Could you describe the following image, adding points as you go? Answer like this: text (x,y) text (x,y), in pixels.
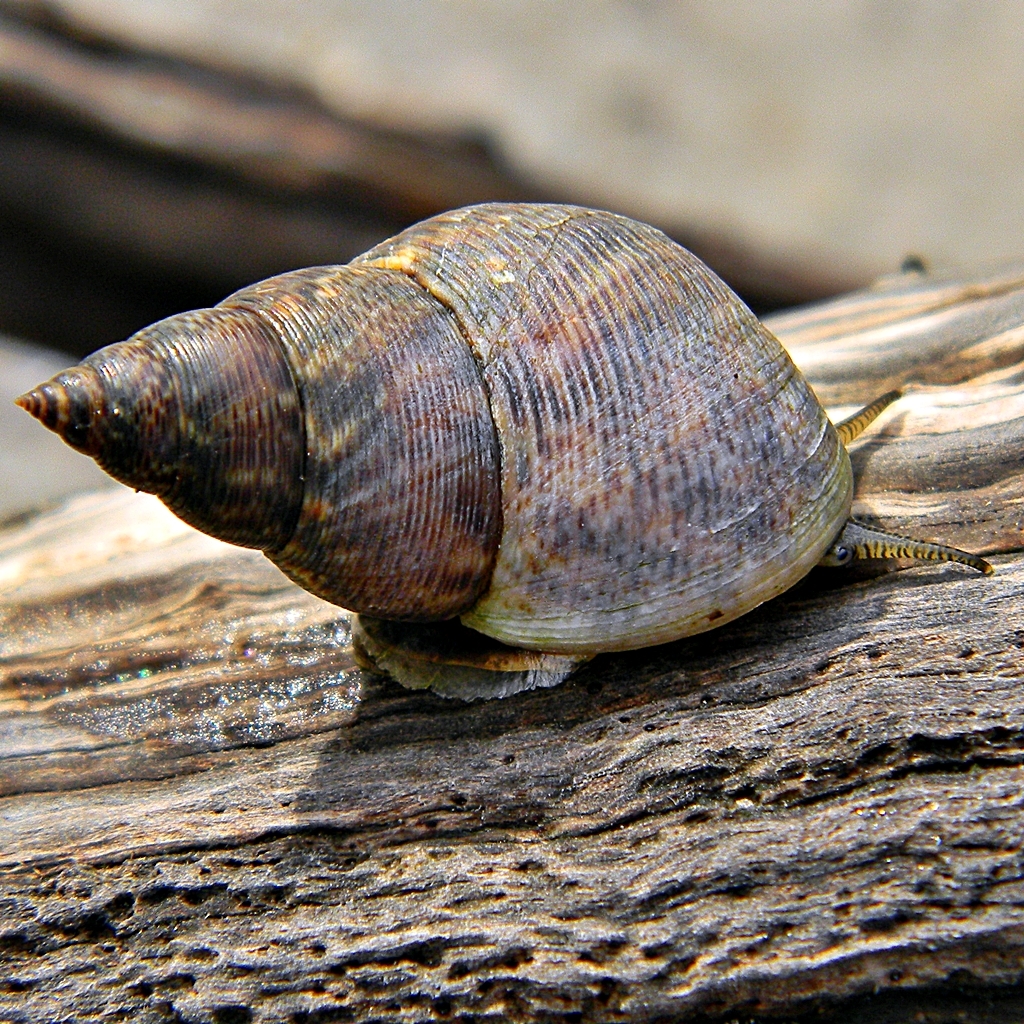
In this picture I can see a snail (657,605) on the wooden object (370,795), and there is blur background (900,209).
